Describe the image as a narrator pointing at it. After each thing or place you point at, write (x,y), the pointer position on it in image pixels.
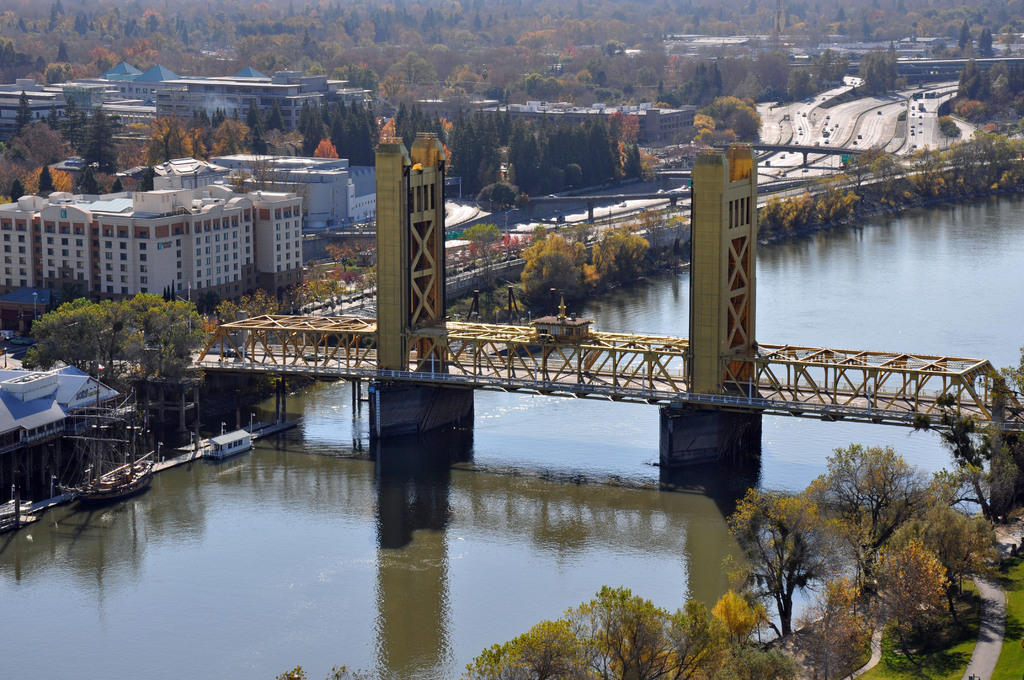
In the middle of the image (656,355) we can see a metal bridge (436,346) on the water (634,418). On the left side of the image (244,93) we can see a group of buildings (242,163), bridges (381,247), a boat (222,442) placed on the water (122,517). In the background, we can see a group of trees (138,348).
